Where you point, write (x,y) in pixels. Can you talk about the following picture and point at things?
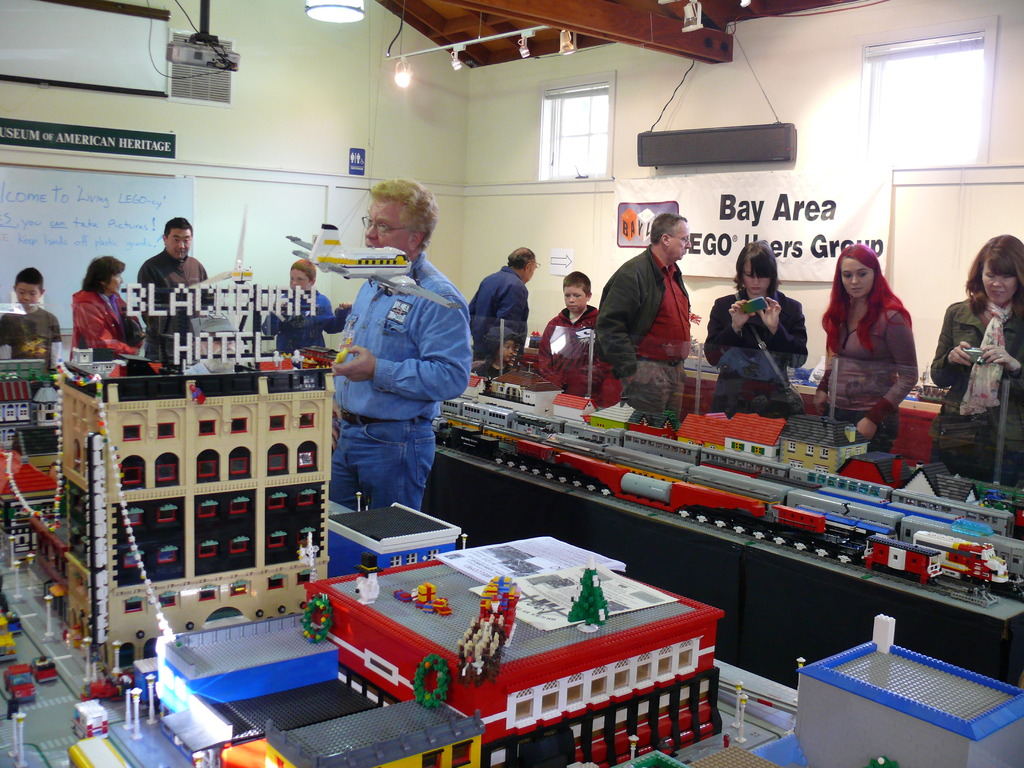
There are people (391,233) and we can see miniature (818,457) on the table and airplane (387,273) in the air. We can see glass (1017,441). In the background (516,162) we can see wall (589,229), boards (138,188), white banner (757,231), projector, windows (570,108), rod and lights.
